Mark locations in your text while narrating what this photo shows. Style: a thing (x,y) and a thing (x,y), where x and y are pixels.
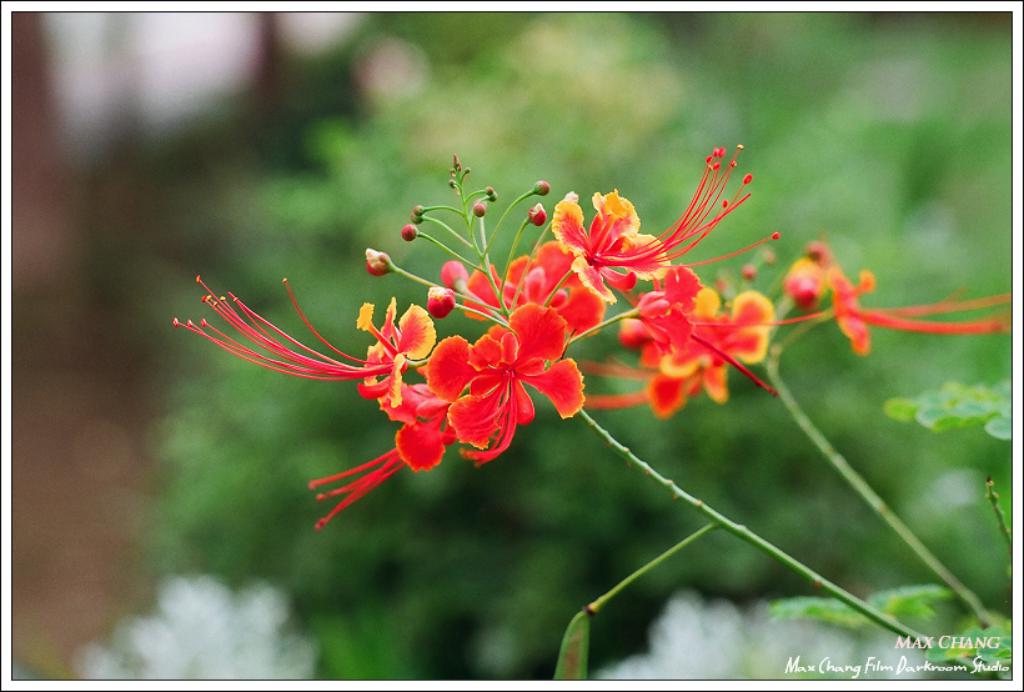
In this image there are some red color plants (569,394). There are some more plants (848,521) in the background (425,126).
